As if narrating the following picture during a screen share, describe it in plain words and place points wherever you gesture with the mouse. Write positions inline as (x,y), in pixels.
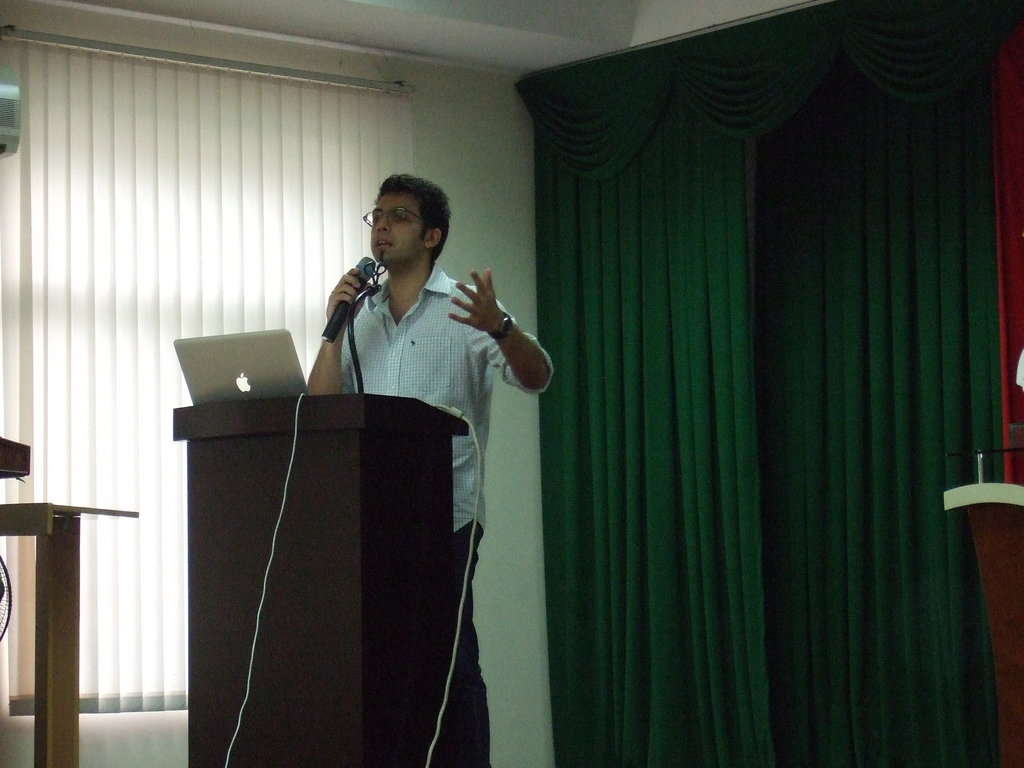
In this image we can see a person (438,375) is talking, he is holding a mic (336,314), in front of him there is a podium (251,407), we can see a laptop (277,346), and a mic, there are curtains (764,394), also we can see the wall (511,119).
